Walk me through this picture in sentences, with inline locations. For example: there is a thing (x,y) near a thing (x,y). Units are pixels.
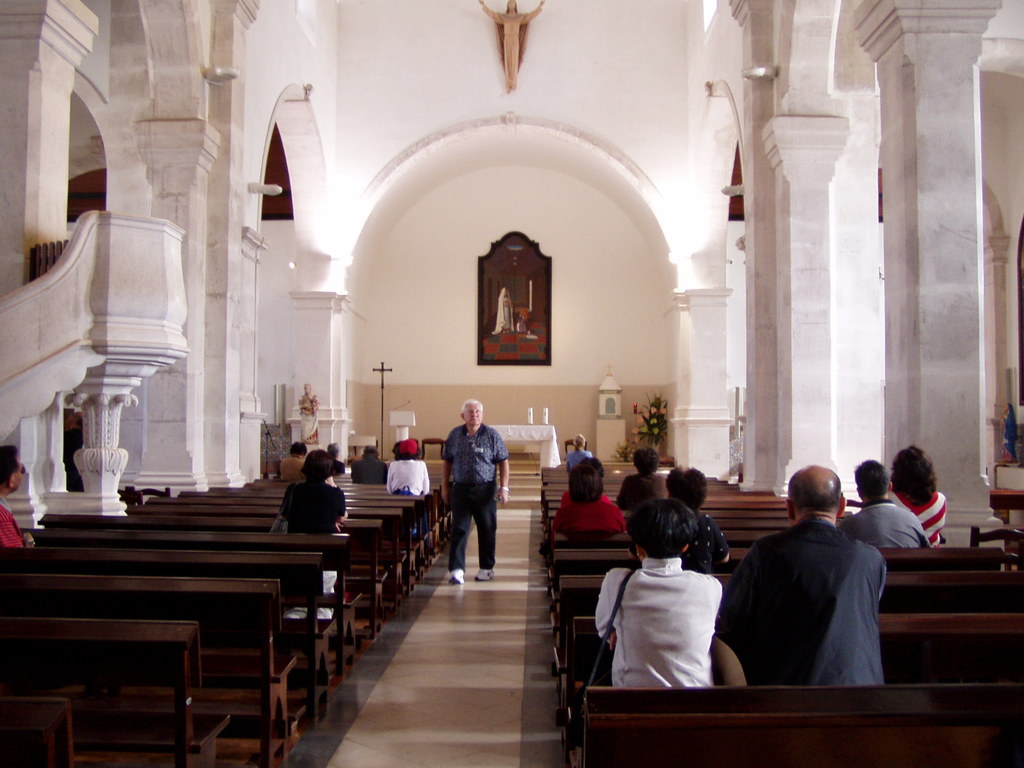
In the image there are few people (697,603) sitting on benches (270,544) on either side, in the middle (472,403) there is an old man (472,467) walking on the path (418,598), this is clicked in a church (865,281), in the back (526,348) there are photographs (514,261) and idols (507,48) on the wall (502,176).
